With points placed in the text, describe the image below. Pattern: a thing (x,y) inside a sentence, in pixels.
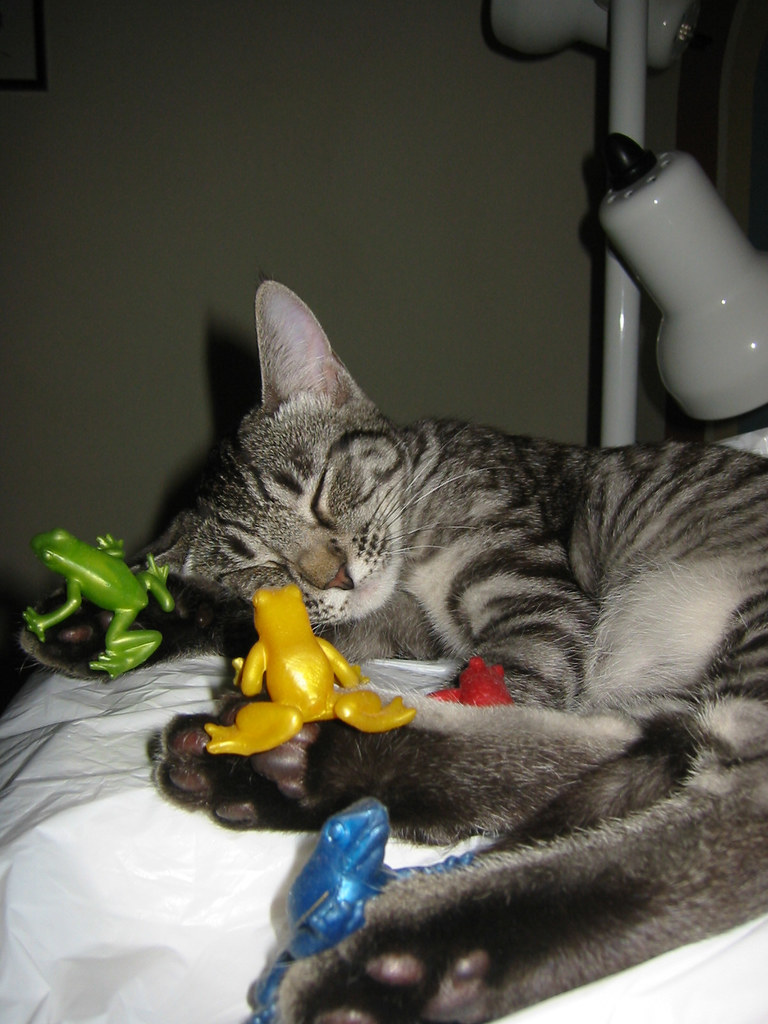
In this image I can see a cat (520,538). I can see some toys (373,845). In the background (333,167), I can see the wall (217,167).
